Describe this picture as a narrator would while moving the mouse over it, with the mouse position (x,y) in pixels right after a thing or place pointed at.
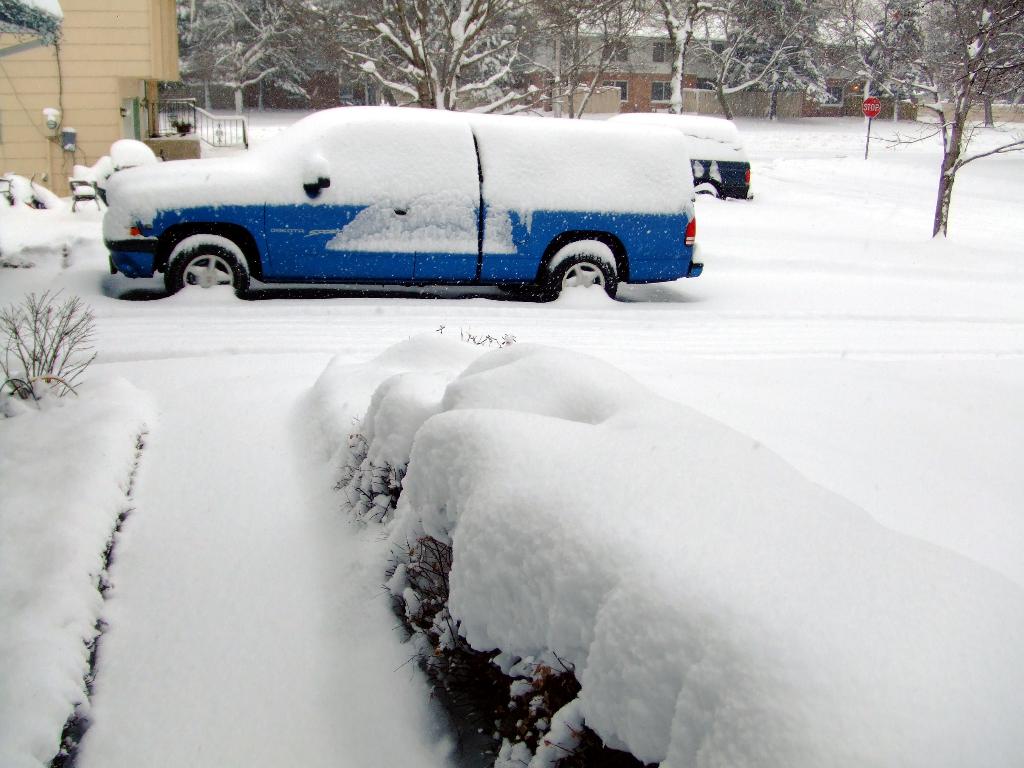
in this picture there is snow (549,151) everywhere. In the foreground of the picture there are plants (437,552). In the center of the picture (528,293) there are vehicles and chairs (98,194). In the background (570,103) there are trees (411,27), sign board (870,106) and buildings (654,69).
